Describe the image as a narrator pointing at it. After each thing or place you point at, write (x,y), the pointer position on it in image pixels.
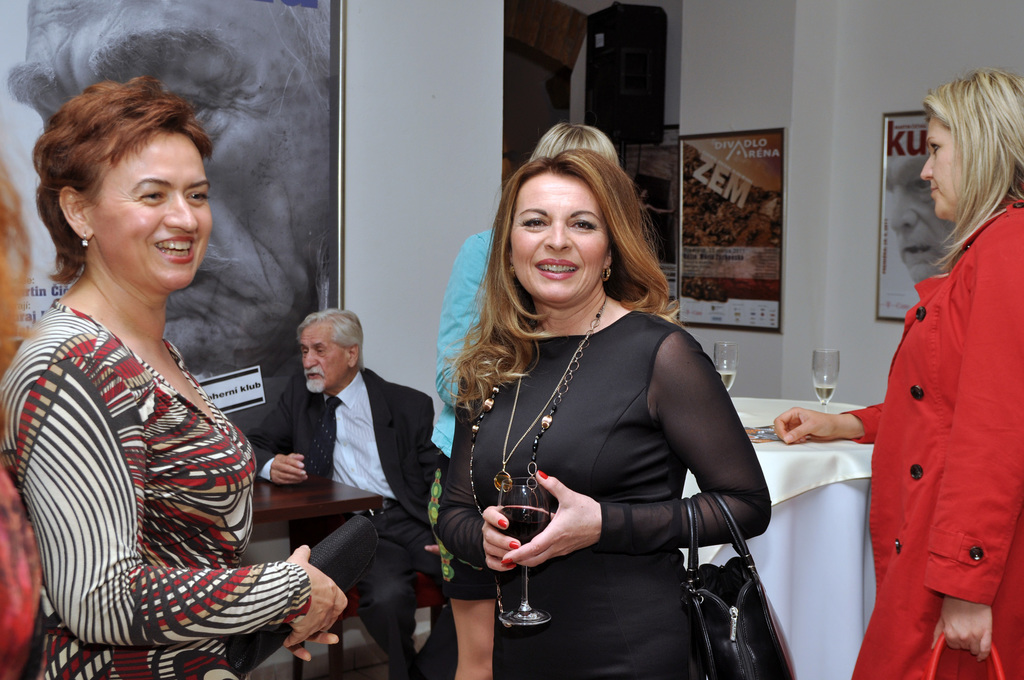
As we can see in the image there is a white color wall (400,139), photo frame (736,184), few people (601,318) over here and there is a table (791,519). On table (800,466) there are glasses (822,376).
